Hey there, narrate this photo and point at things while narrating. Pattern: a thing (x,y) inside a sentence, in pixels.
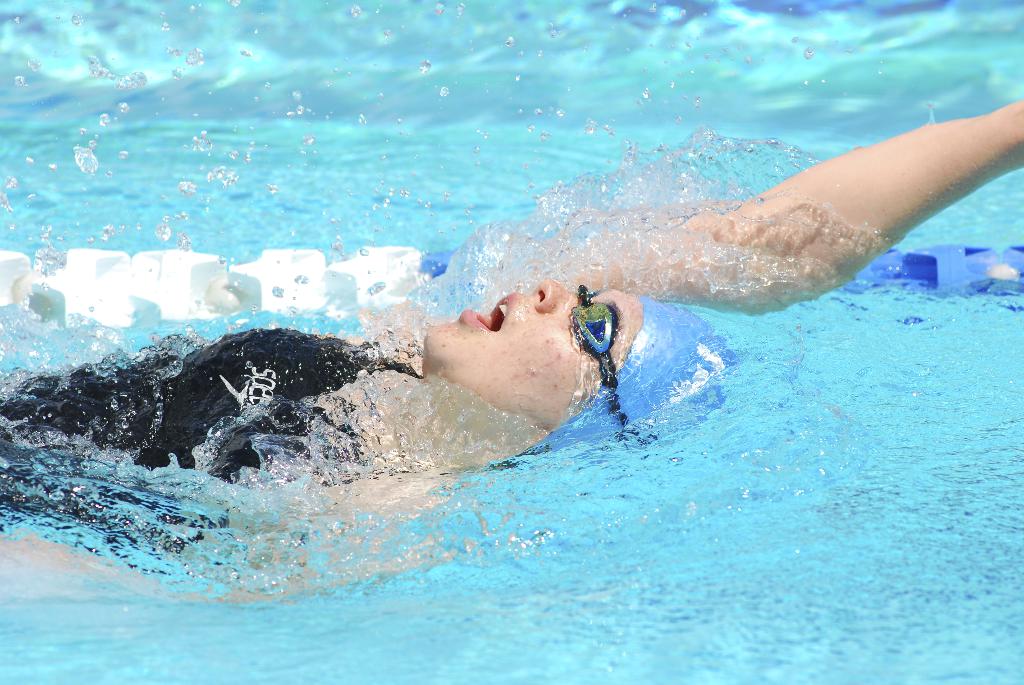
In this image there is a swimming pool (461,532), in that swimming pool (290,472) there is one woman (517,443) who is wearing some costume (160,446) and swimming.
